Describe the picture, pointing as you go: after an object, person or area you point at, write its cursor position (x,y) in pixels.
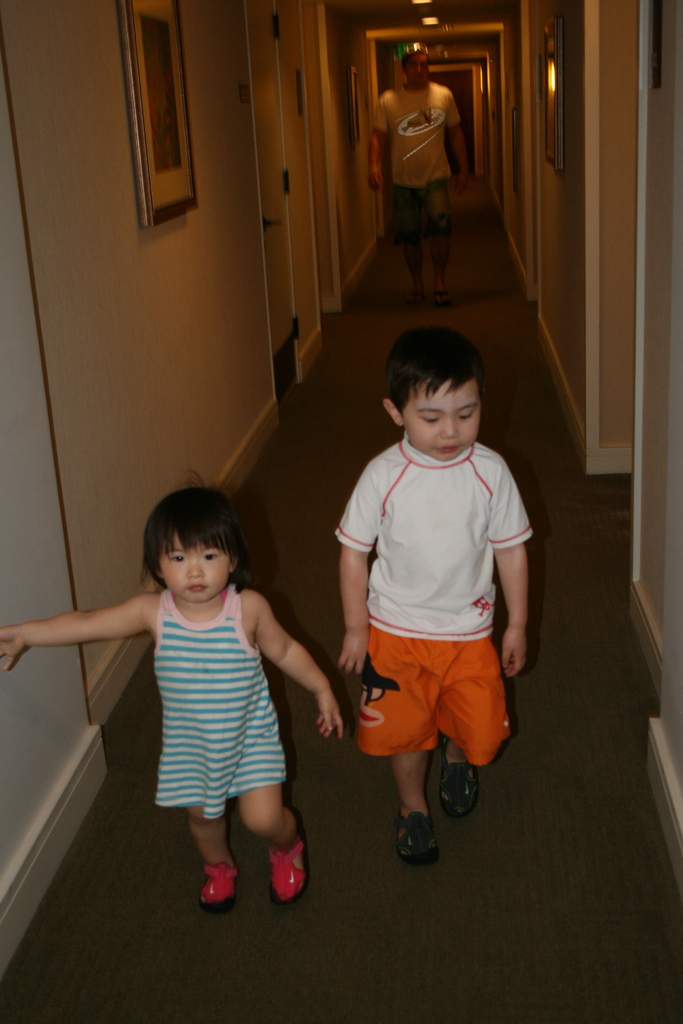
In this image I can see a man (421,76) and two children (437,407) are walking. On the left side of the image (177,386) I can see a door (288,350) and a frame (169,218) on the wall (116,230). In the background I can see few more frames (557,142) on the walls (520,135) and few lights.
